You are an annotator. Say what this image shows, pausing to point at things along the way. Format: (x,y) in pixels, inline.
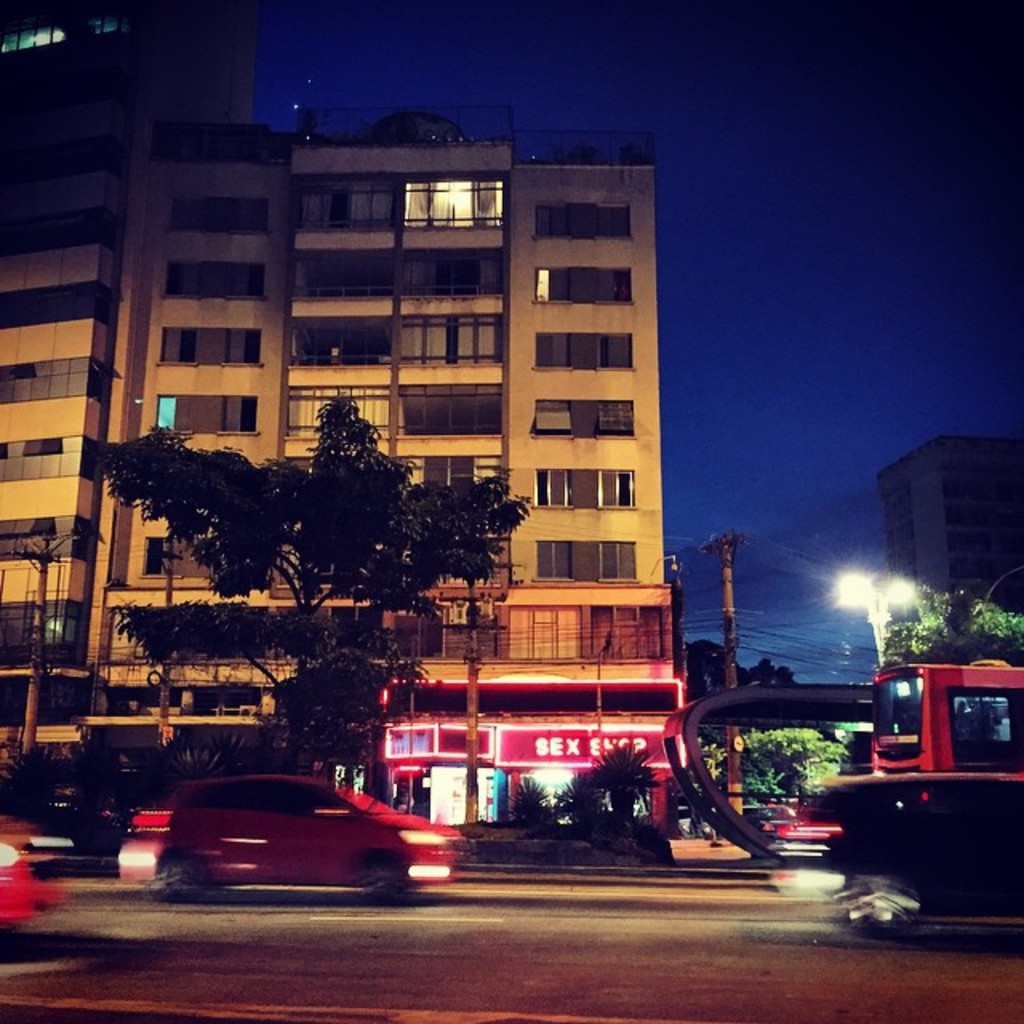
In this image there are vehicles (856,789) on the road (486,921). At the back side (208,558) there are trees (365,530), buildings (384,356), street lights (860,604), utility poles (725,569) and at the top (815,269) there is sky (835,126).
